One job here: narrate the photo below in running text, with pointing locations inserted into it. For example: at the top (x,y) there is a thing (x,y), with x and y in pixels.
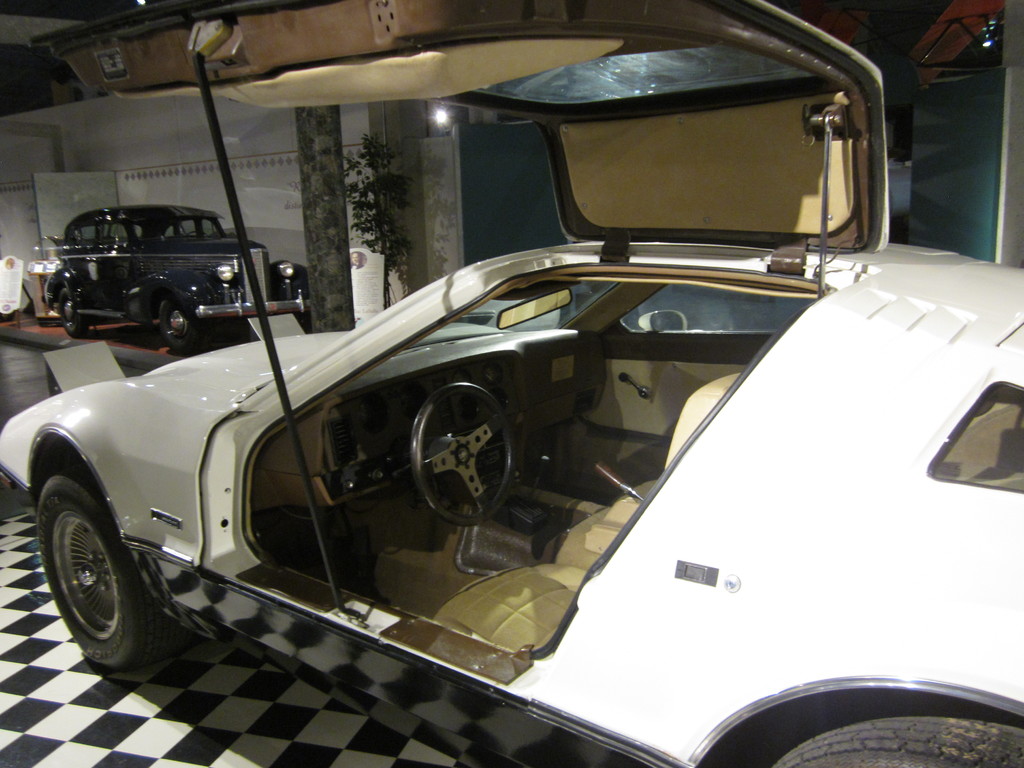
In this image we can see two cars (241,434) which are placed on the floor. In that a car (440,482) has the door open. On the backside (395,240) we can see a plant (395,240) and a wall (421,263).
